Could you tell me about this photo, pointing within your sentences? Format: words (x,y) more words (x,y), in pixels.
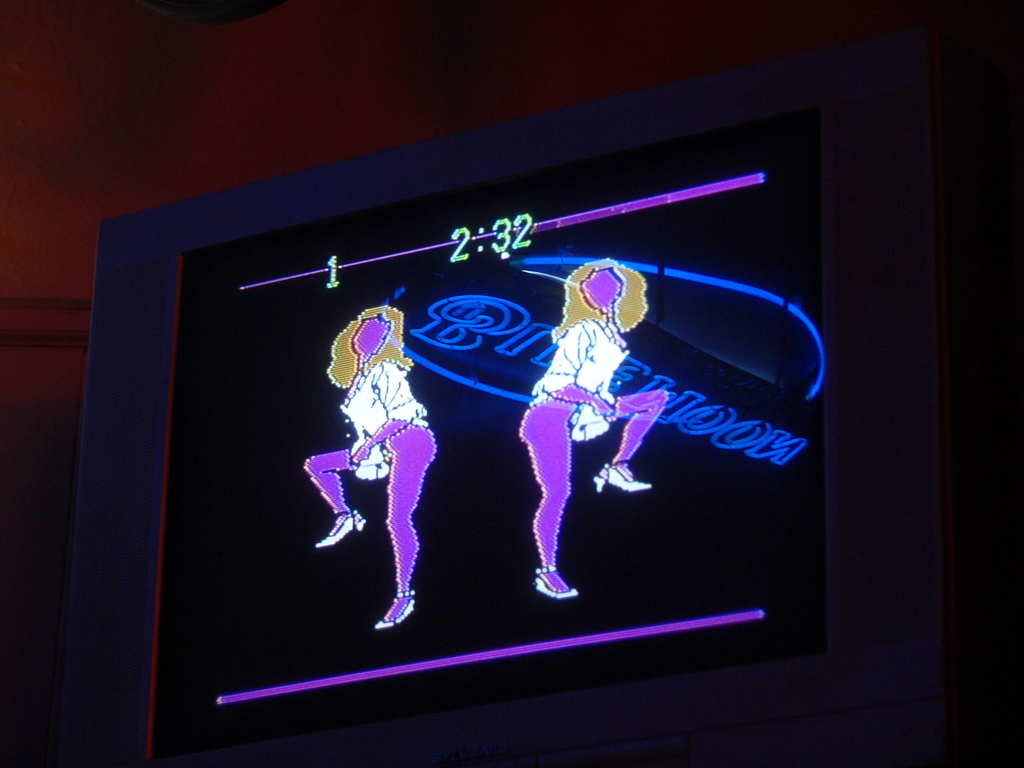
There is a black color screen (752,418) in which, there are two animated images (546,446) of women (618,276) who are dancing. There is a blue color text (627,390). And the background is dark in color.
